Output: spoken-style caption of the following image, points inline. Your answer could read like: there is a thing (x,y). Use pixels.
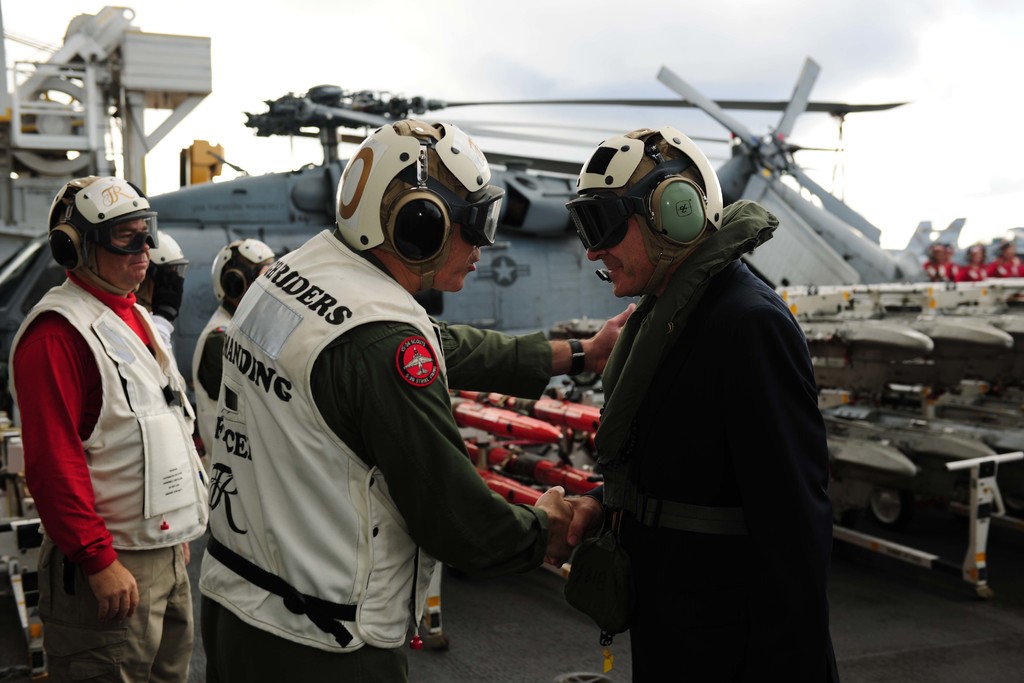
In this image we can see the people (577,529) standing on the ground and we can see some aircrafts (229,222). In the background (595,35), we can see the sky (722,40).
